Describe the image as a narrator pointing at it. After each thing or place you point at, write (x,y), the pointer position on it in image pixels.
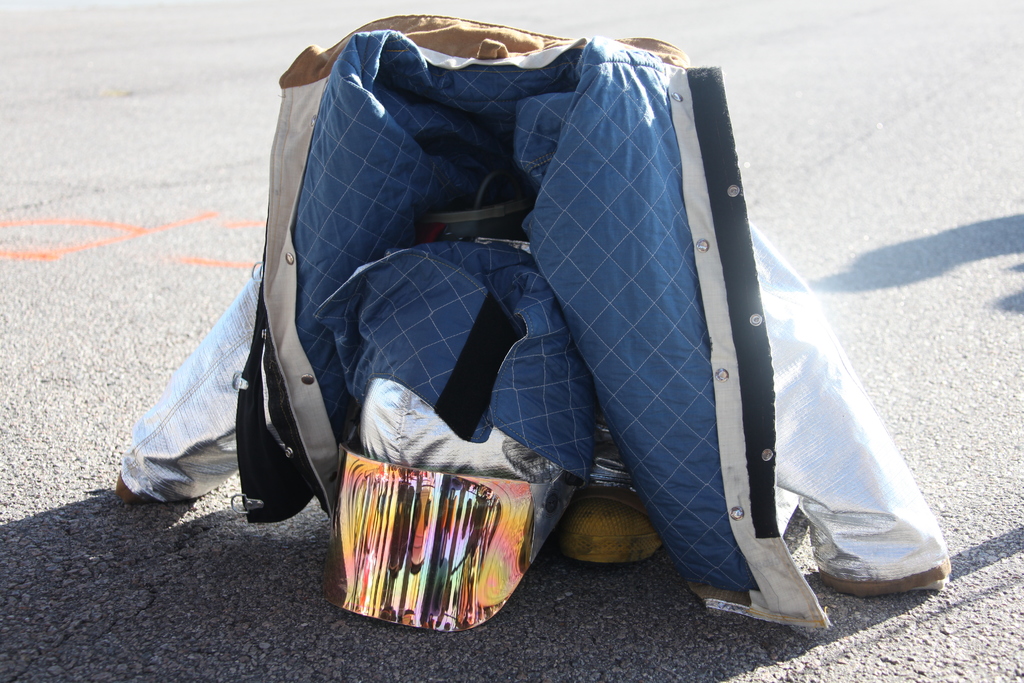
In this image there is a jacket (589,315) and there are objects (404,502) on the road (43,571).
